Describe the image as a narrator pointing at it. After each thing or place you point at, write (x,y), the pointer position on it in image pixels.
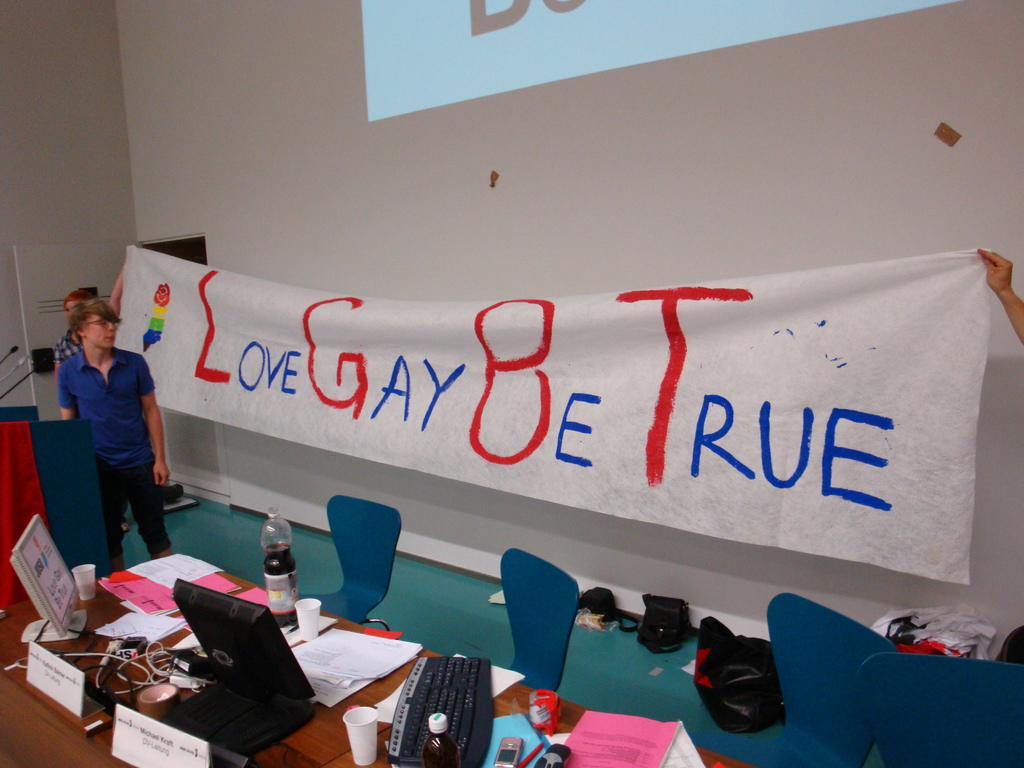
In this image I can see some objects (272,726) on the table (331,750). I can see the chairs (324,608). I can see some objects (711,672) on the floor (603,649). In the background (820,435), I can see a cloth (396,381) with some text (728,423) on it. I can see the wall (543,208).
